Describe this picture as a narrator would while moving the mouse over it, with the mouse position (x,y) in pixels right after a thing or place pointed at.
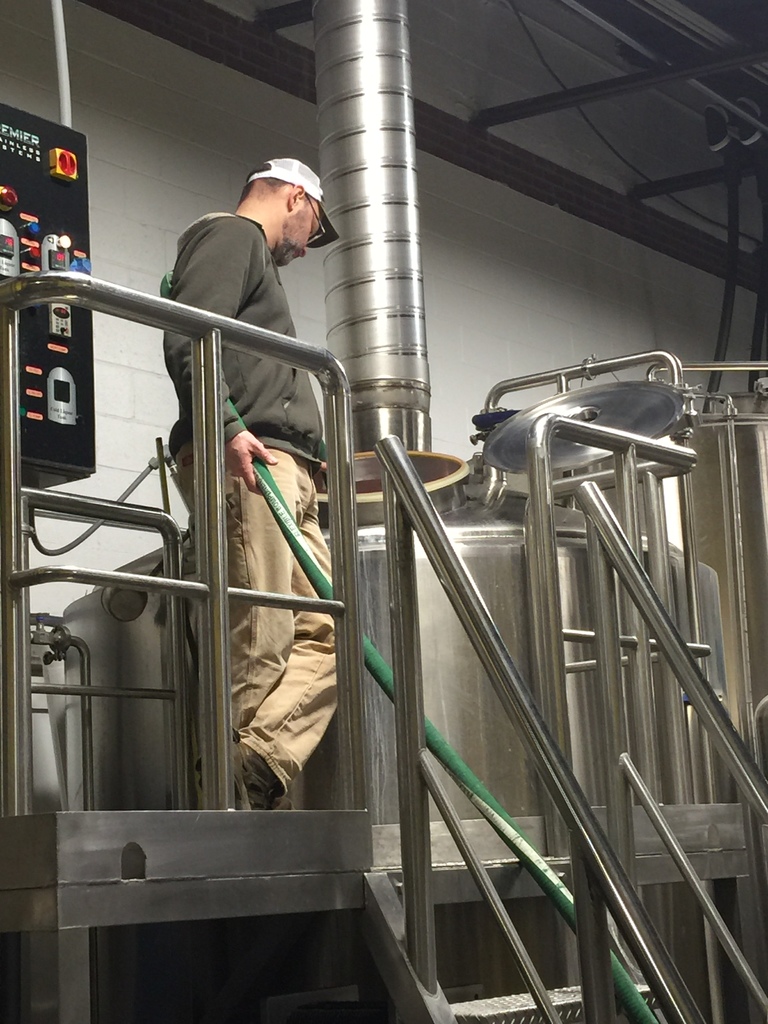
In this image, we can see a person (183,416) standing and wearing glasses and a cap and holding a pipe (510,831). In the background (13,174), there are railings (184,705) and we can see a tanker (423,614) and there are switch boards (86,248). At the top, there is a roof (657,176).
